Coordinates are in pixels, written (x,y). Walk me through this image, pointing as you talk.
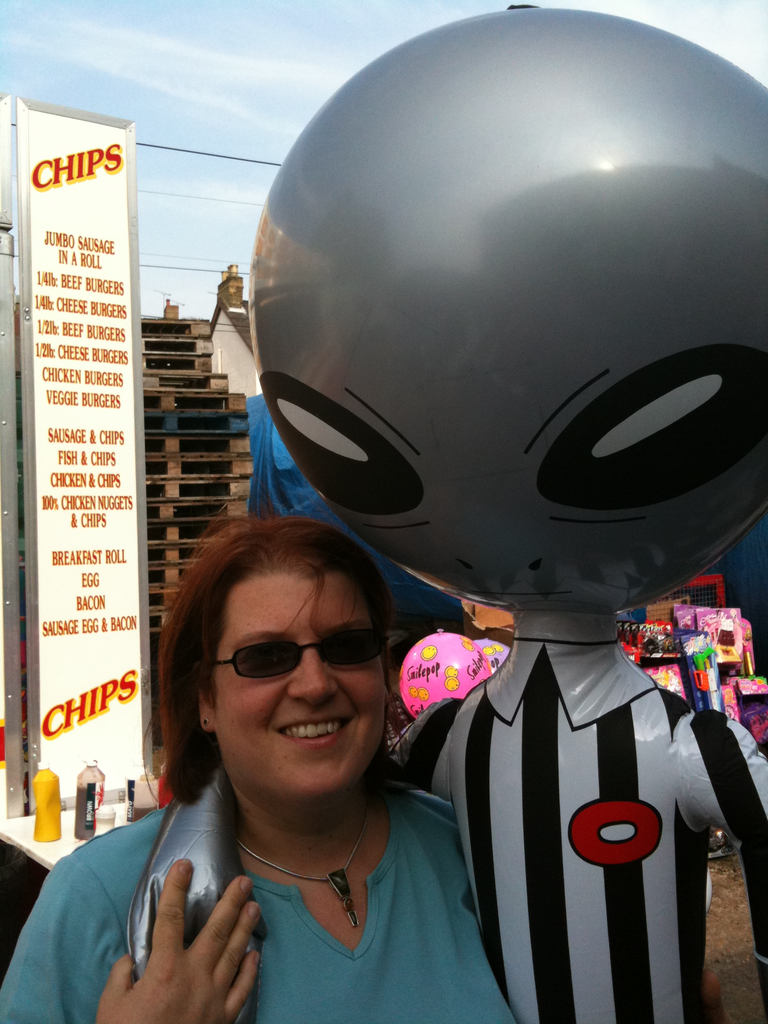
As we can see in the image there is a balloon (540,406), statue (634,572), a woman (439,950) standing in the front (255,900) and there is a banner (125,185). On the top (279,34) there is sky (45,0).
